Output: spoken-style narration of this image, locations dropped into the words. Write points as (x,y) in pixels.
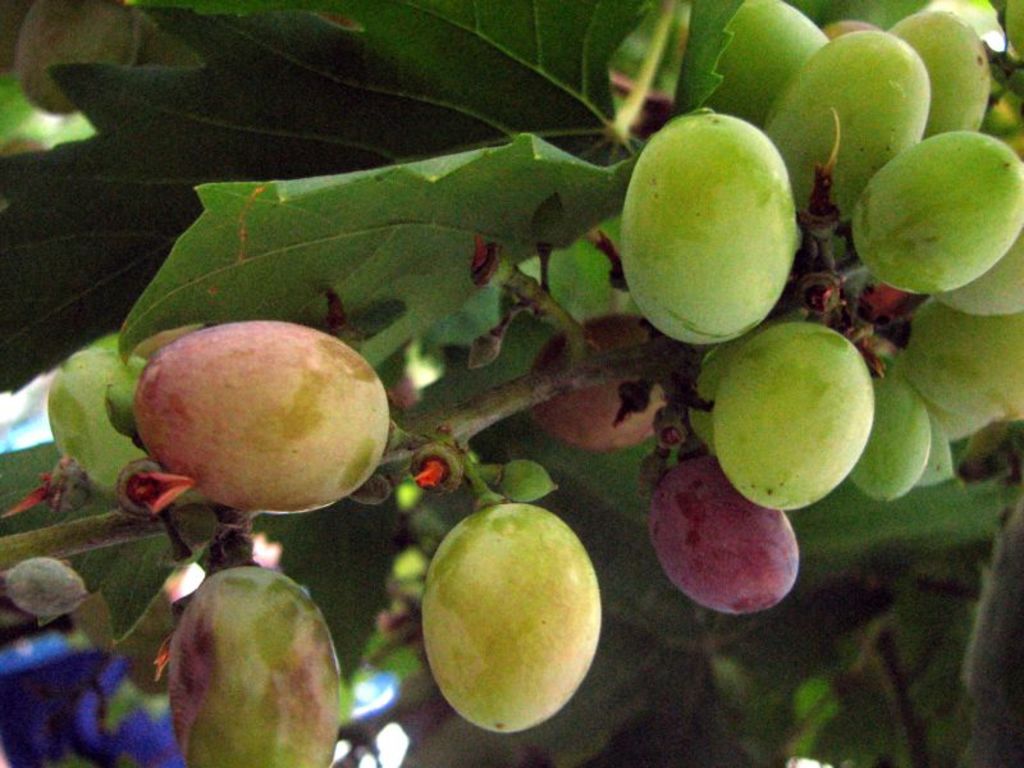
In this image I can see a tree (383,186) which is green in color and to the tree (418,123) I can see few fruits (833,369) which are green and pink in color.
